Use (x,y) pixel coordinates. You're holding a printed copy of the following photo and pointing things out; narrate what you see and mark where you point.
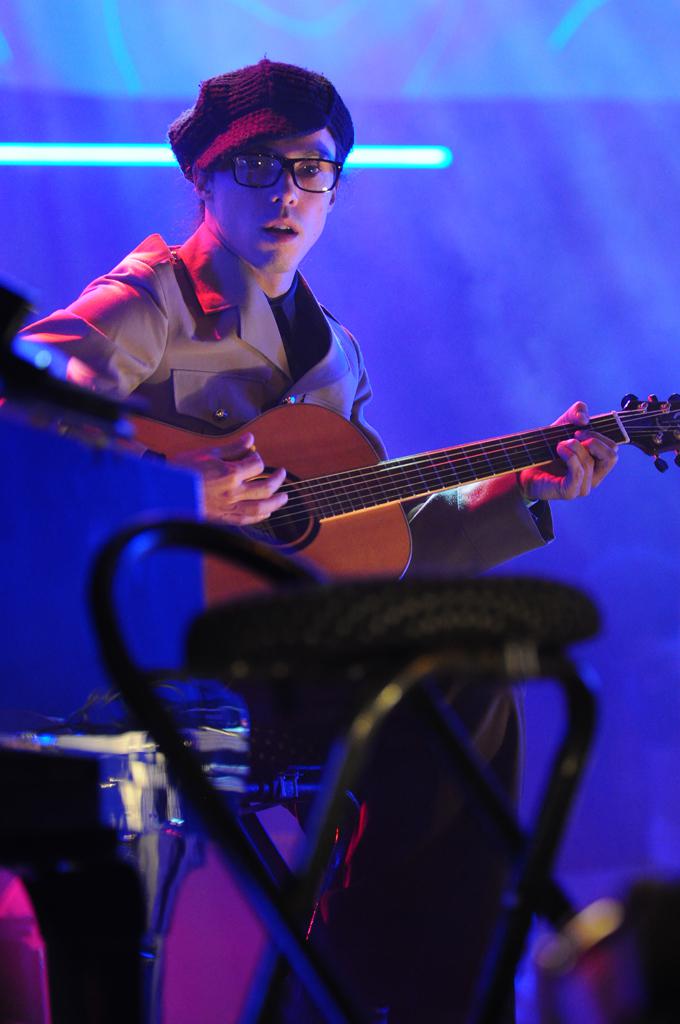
A man (284,330) is behind the chair (157,723) and playing guitar (253,563).
